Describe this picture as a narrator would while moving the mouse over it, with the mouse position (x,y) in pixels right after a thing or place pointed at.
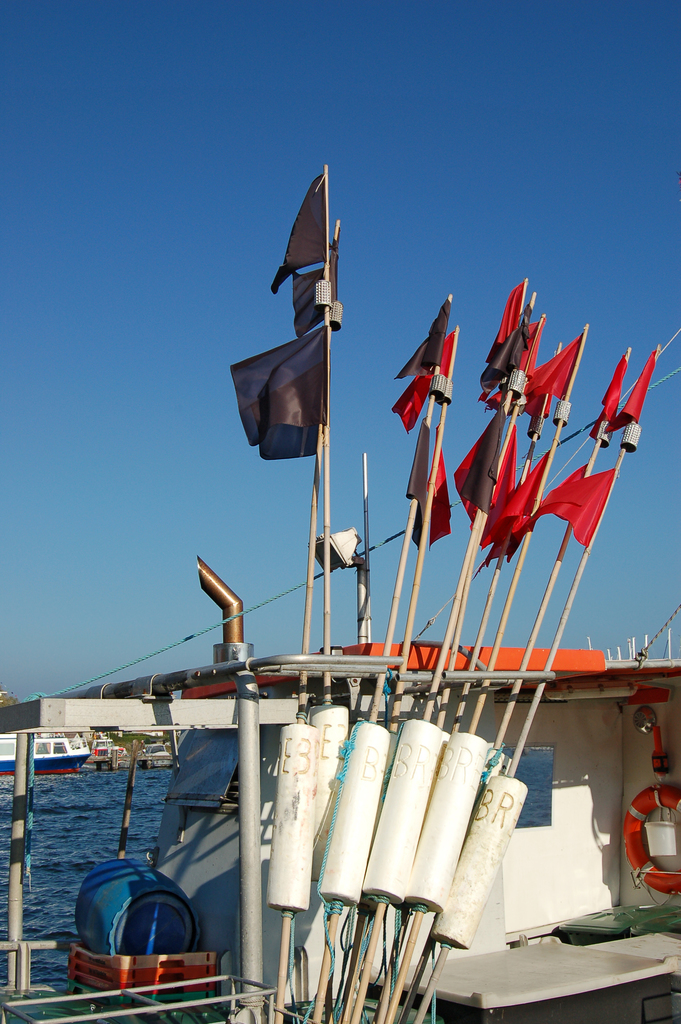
In this image there is the sky (174,172) towards the top of the image (262,199), there is the water (70,832) towards the left of the image (92,819), there are boats (197,731) on the water (106,776), there are objects (121,886) in the boat (493,941), there are flags (248,383), there is a light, there is a wire (372,548).
